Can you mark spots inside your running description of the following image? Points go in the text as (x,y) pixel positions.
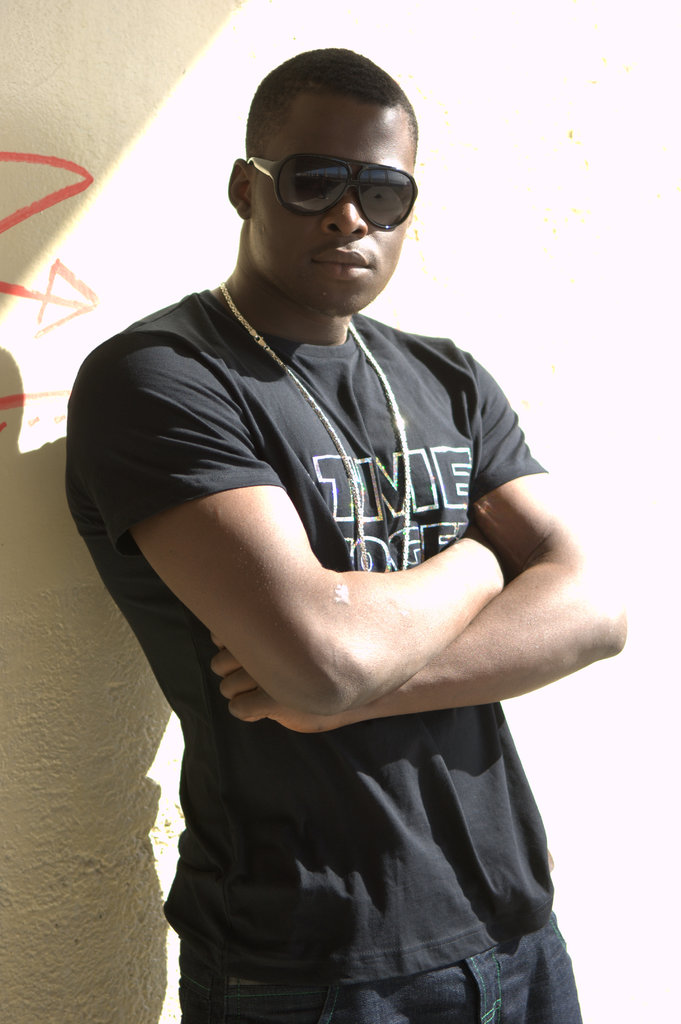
In this image I can see a man (301,392) wearing black color t-shirt (221,462), standing, folding his hands (294,621) and giving pose for the picture. At the back of this man (327,271) there is a wall (71,866).
